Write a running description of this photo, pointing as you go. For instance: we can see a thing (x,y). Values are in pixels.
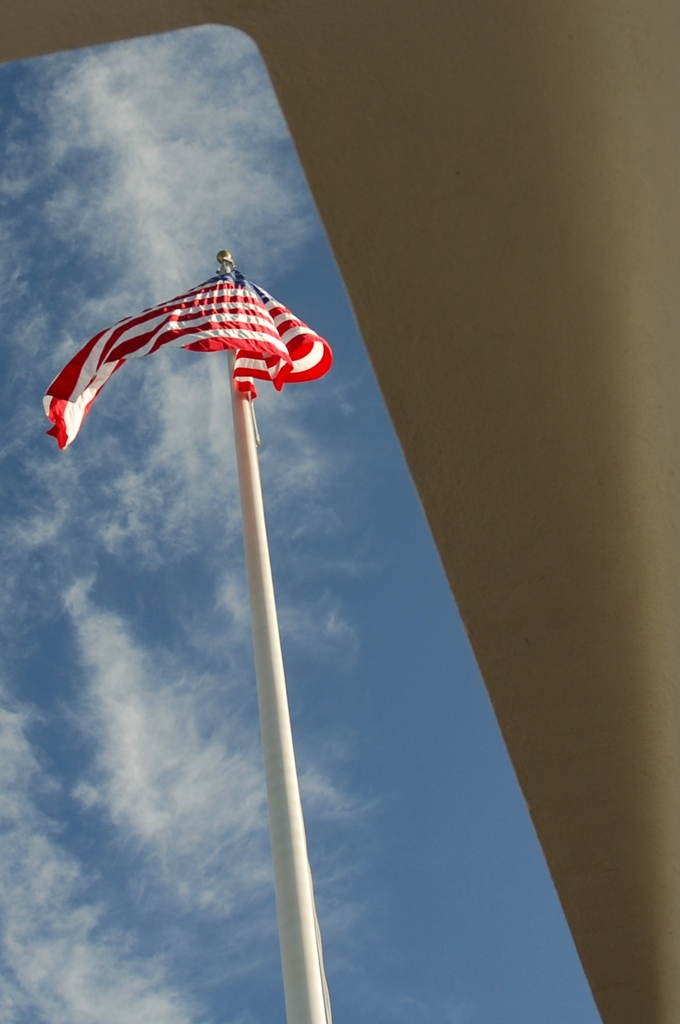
In this image, we can see a white color pole (256,532), on that pole (242,444) there is a flag (194,317), in the background (344,542) we can see blue color sky (392,657).
